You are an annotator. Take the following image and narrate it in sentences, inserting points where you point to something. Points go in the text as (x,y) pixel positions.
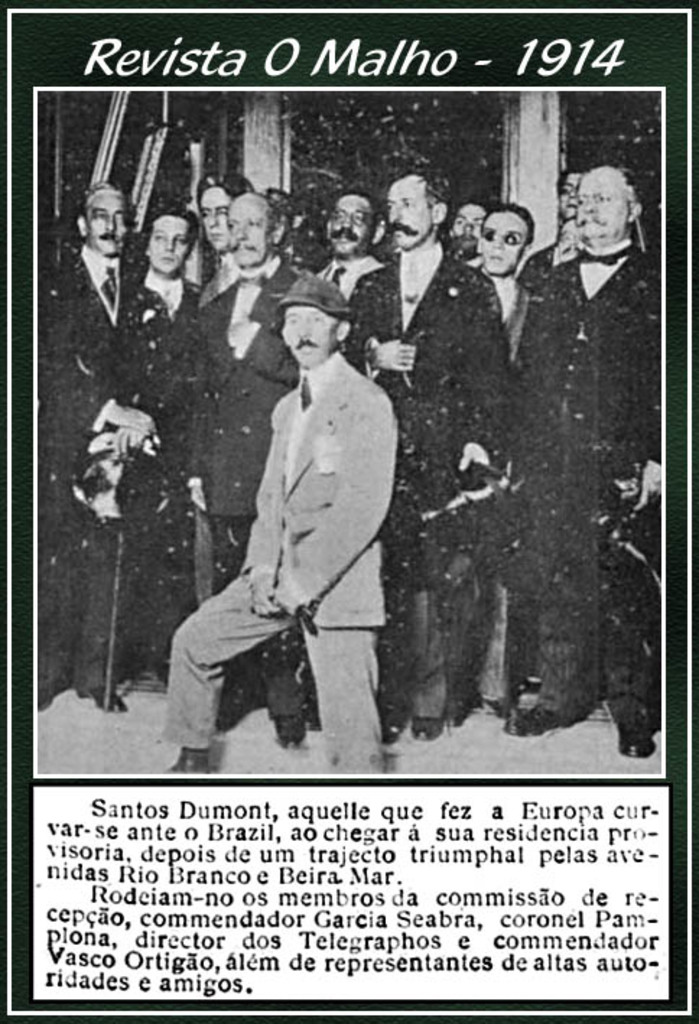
In this image we can see a poster (395,147) which includes some people (384,568) standing. And we can see some text (89,870) written on it.
